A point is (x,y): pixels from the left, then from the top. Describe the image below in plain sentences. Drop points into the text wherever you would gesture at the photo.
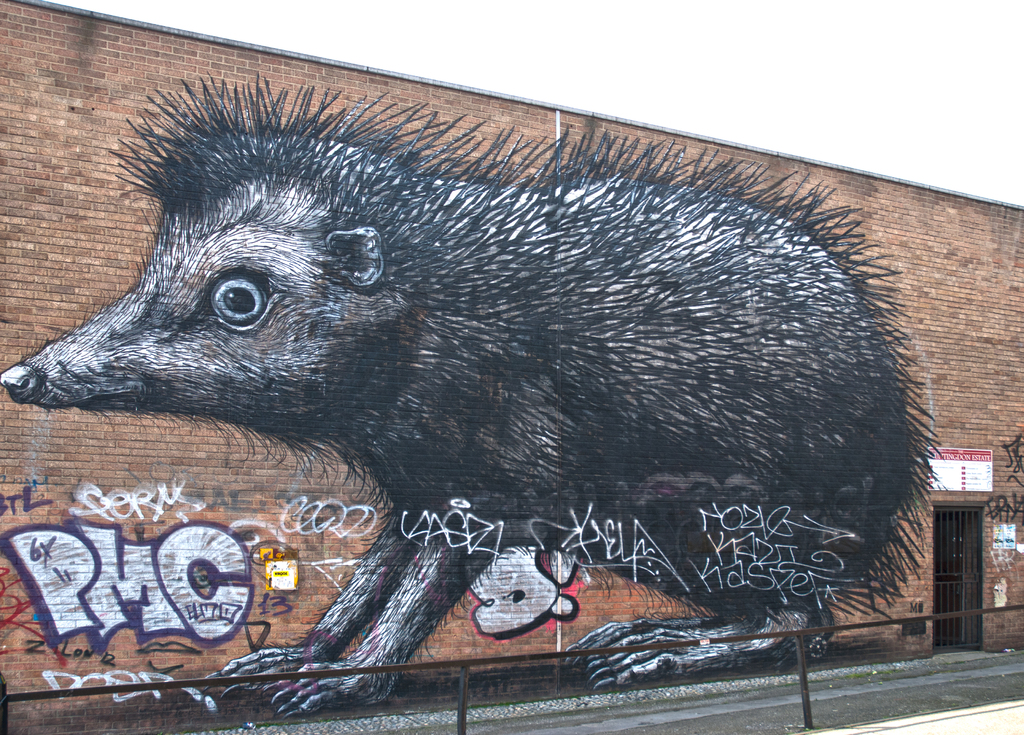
There is a fence (972,609), a brick wall (741,213) at the back (626,423) which has a huge painting (459,421) of an animal (474,543). There is a grill gate (953,596) at the right (967,461) and a board (964,474) above it. There is sky (996,25) on the top (996,12).
